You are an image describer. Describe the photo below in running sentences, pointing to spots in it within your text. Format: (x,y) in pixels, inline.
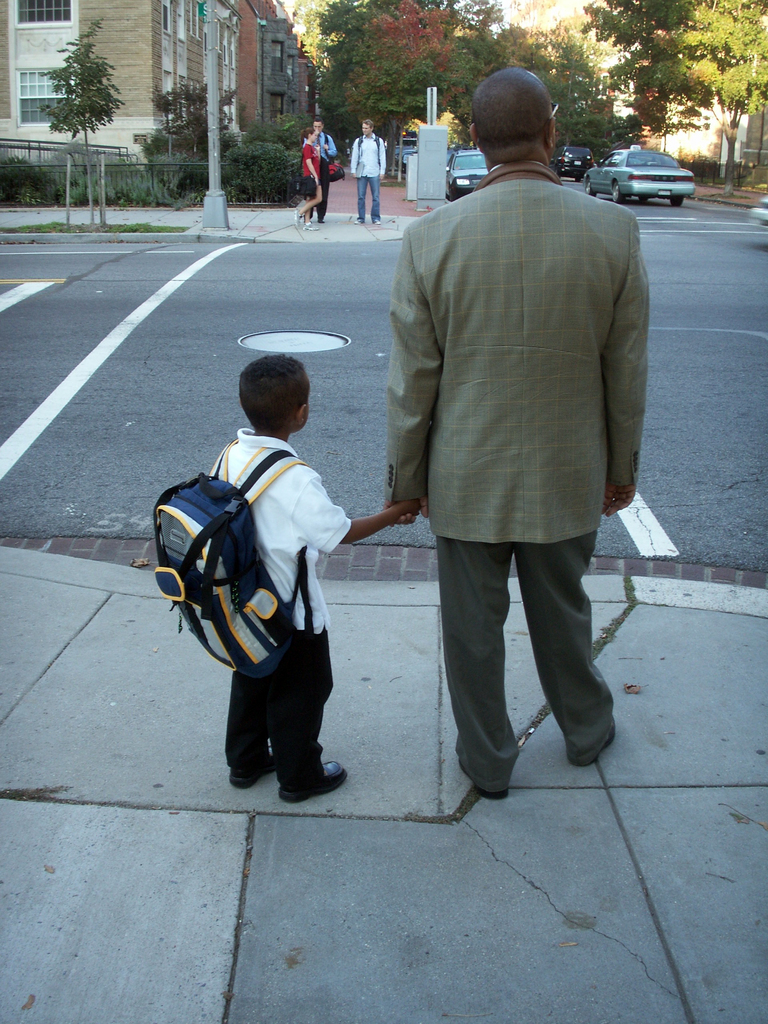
In this image, we can see people (442,518) and some are wearing bags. In the background (746,149), there are vehicles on the road (211,371) and we can see poles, buildings (284,42) and trees (90,156) and there is a fence (137,166).
